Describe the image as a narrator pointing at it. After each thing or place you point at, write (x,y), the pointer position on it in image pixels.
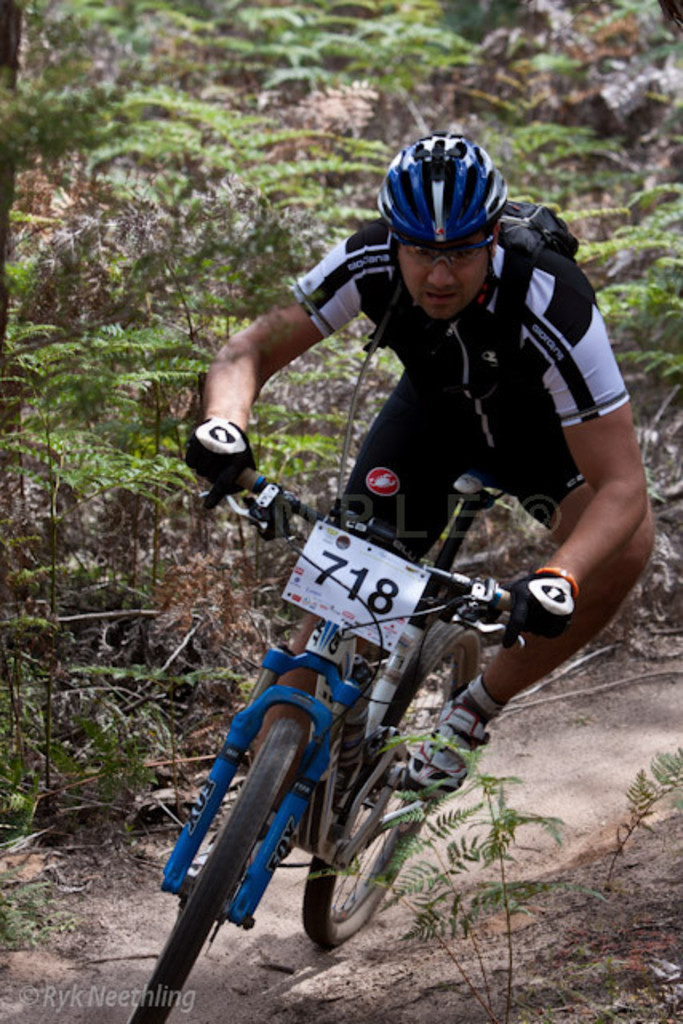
In this picture we can see a person (403,438) riding the bicycle (253,843) on the land (74,953), side we can see some plants (194,366).
